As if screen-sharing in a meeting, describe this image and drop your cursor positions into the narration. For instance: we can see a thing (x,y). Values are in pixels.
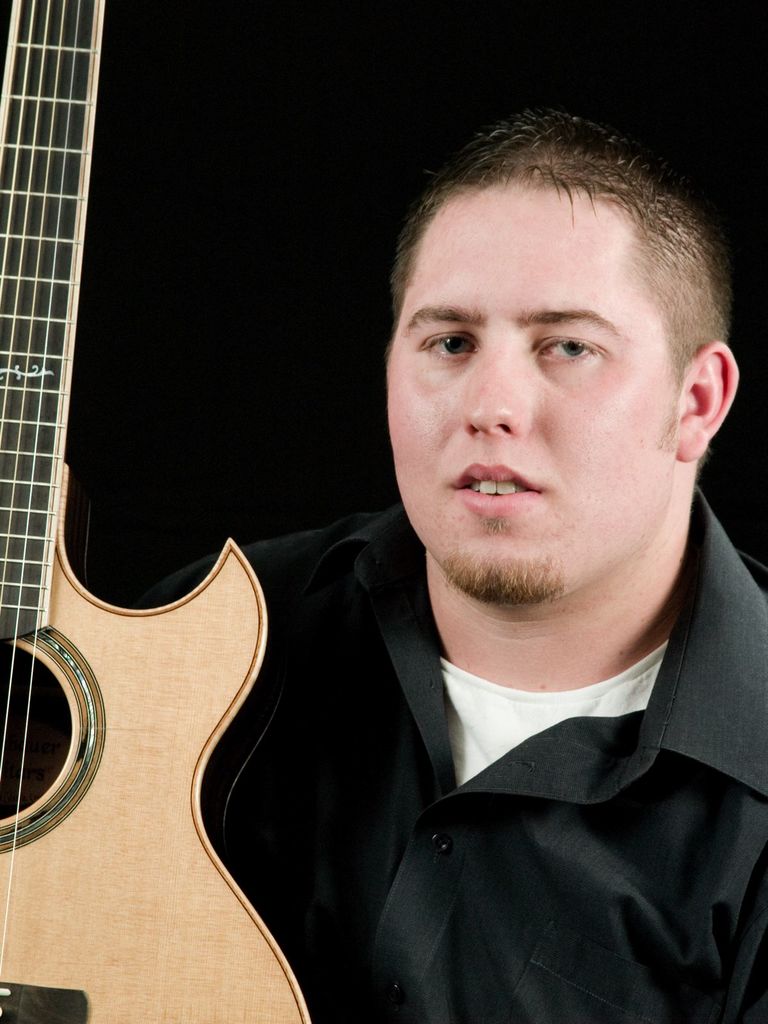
In this image I can see a person (540,840) wearing black shirt (581,860). In front of him there is a guitar (149,971).
